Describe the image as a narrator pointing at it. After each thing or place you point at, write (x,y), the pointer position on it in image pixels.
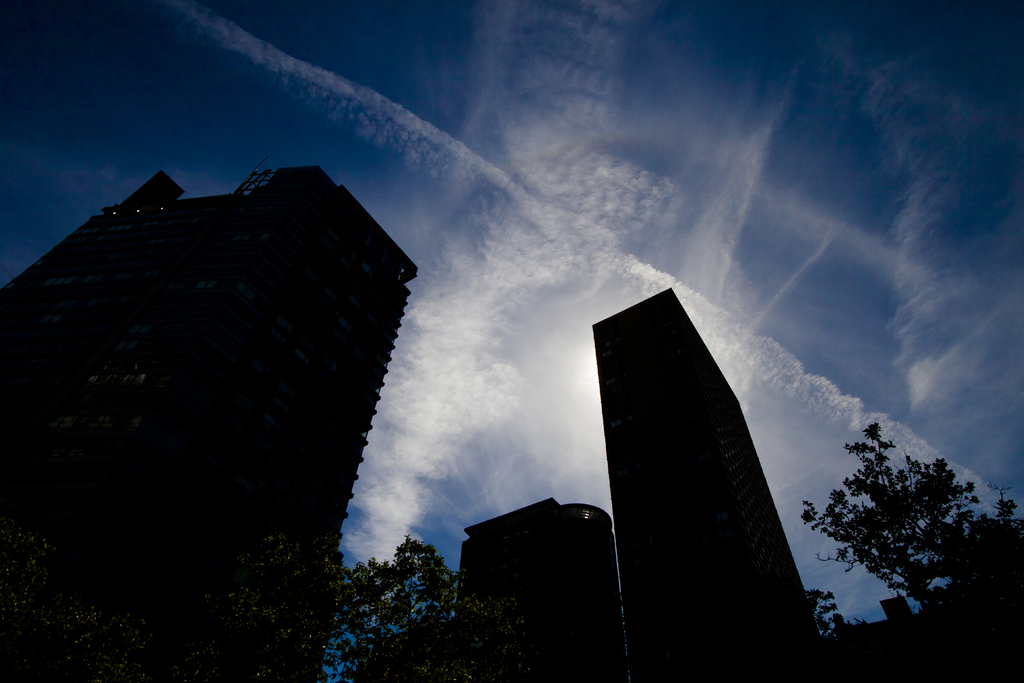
There are buildings (648,571) and trees (981,618). In the background (580,155) there is sky (518,185) with clouds (498,359).
